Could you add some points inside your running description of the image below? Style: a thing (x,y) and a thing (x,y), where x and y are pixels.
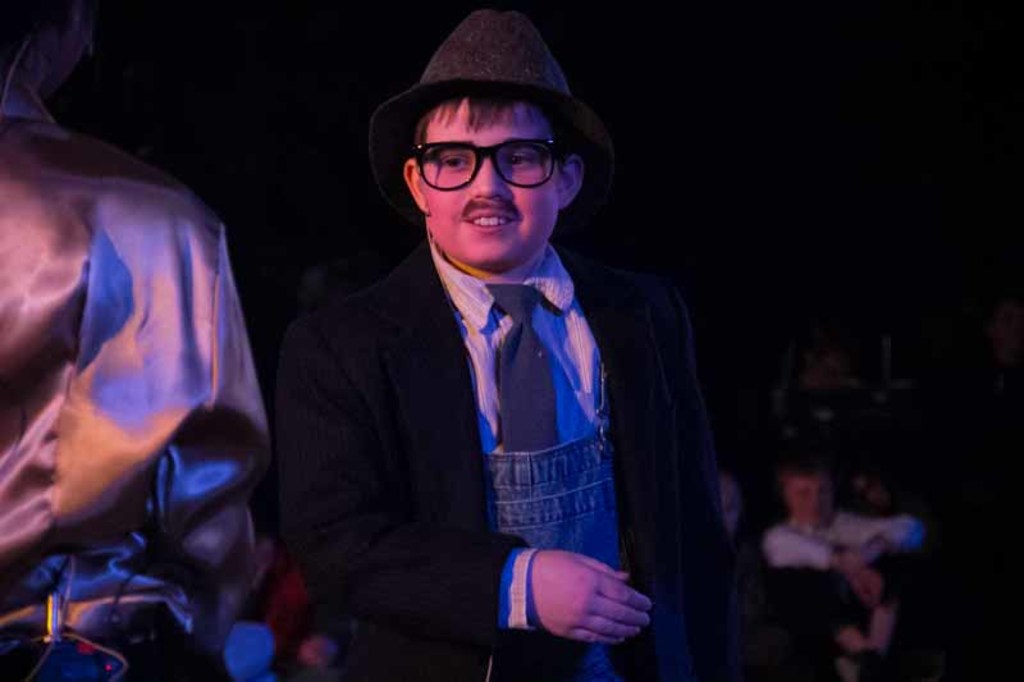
In this image we can see a man (536,355) and beside him on the left side (156,400) there is a person (156,414). In the background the image is dark but we can see few persons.
